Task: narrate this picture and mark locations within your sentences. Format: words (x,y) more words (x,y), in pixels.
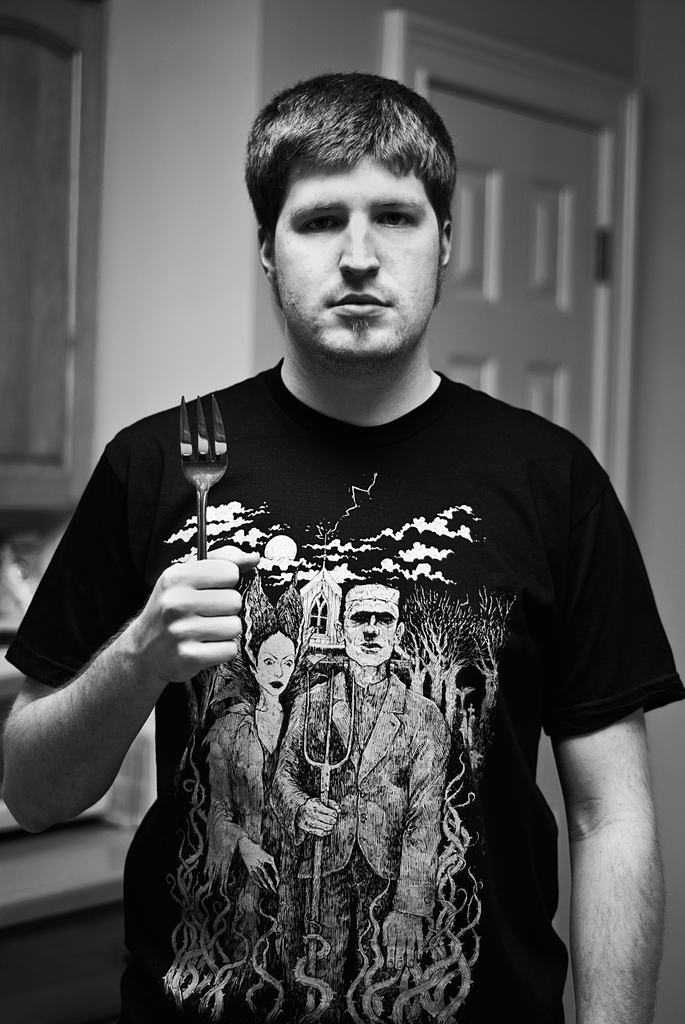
In the image a man (349,655) is standing wearing a black t-shirt (393,680). He is holding a fork (205,451). In the background (94,197) there is door (476,93) and cupboard (56,365).
